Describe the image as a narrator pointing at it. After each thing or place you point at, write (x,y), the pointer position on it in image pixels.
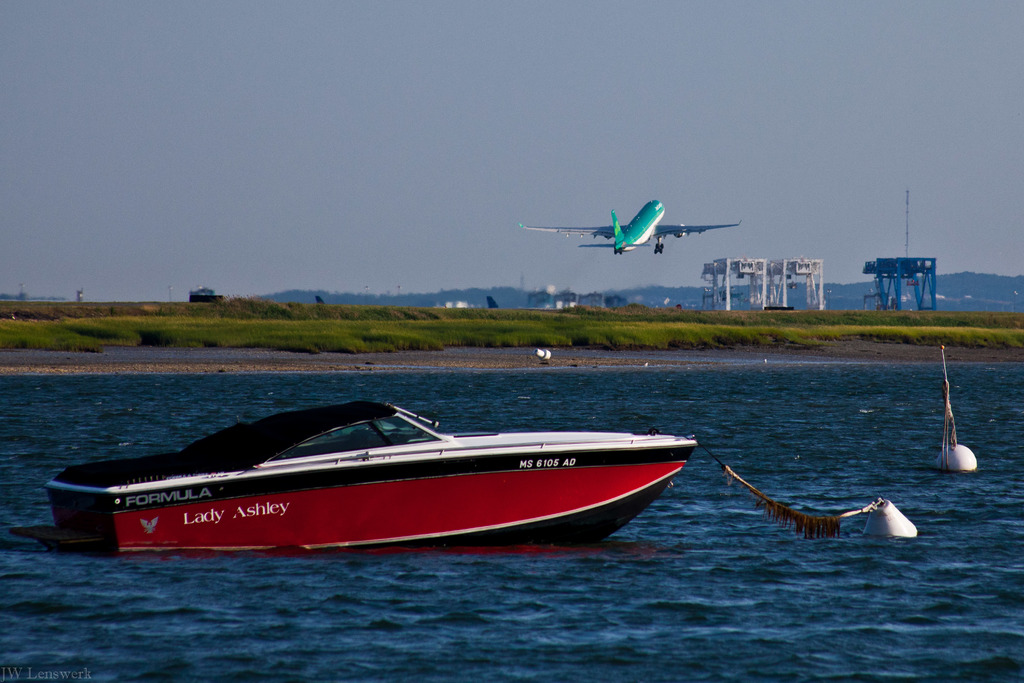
In this image, we can see a boat (438,438) floating on the water (512,618). There is an airplane (635,221) in the middle of the image (654,231). There are objects (812,270) on the right side of the image (748,272). There is a sky (689,242) at the top of the image (522,34).
